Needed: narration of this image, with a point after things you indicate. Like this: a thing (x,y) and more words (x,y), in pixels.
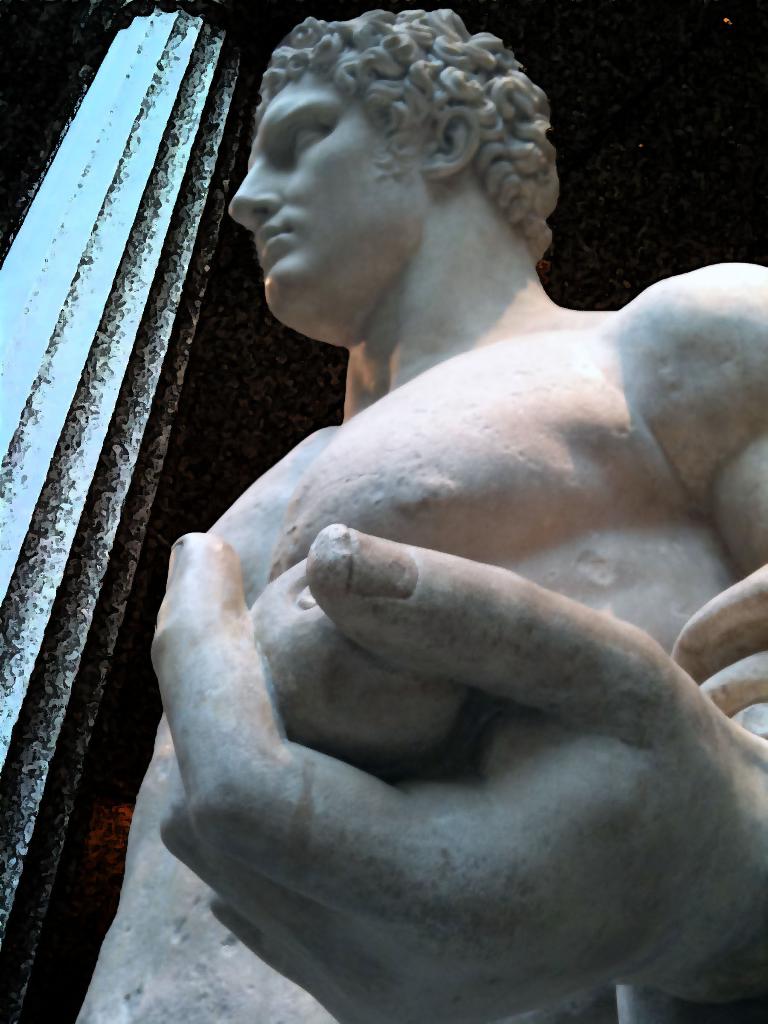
In this image we can see a sculpture (475,636) and a pillar (149,312), also we can see the background (672,233) is dark.
